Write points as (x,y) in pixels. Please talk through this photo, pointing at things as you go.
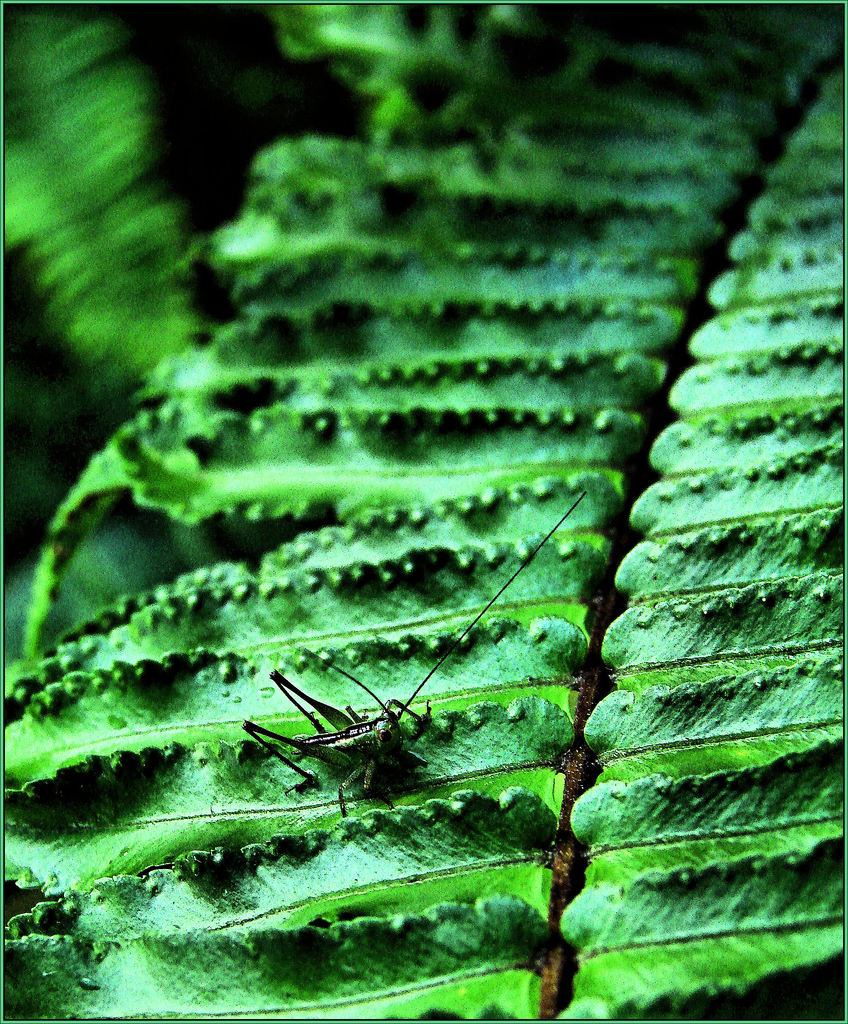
In this image in the foreground (351,753) there is a leaf (464,686), and on the leaf (450,724) there is an insect (323,748).
